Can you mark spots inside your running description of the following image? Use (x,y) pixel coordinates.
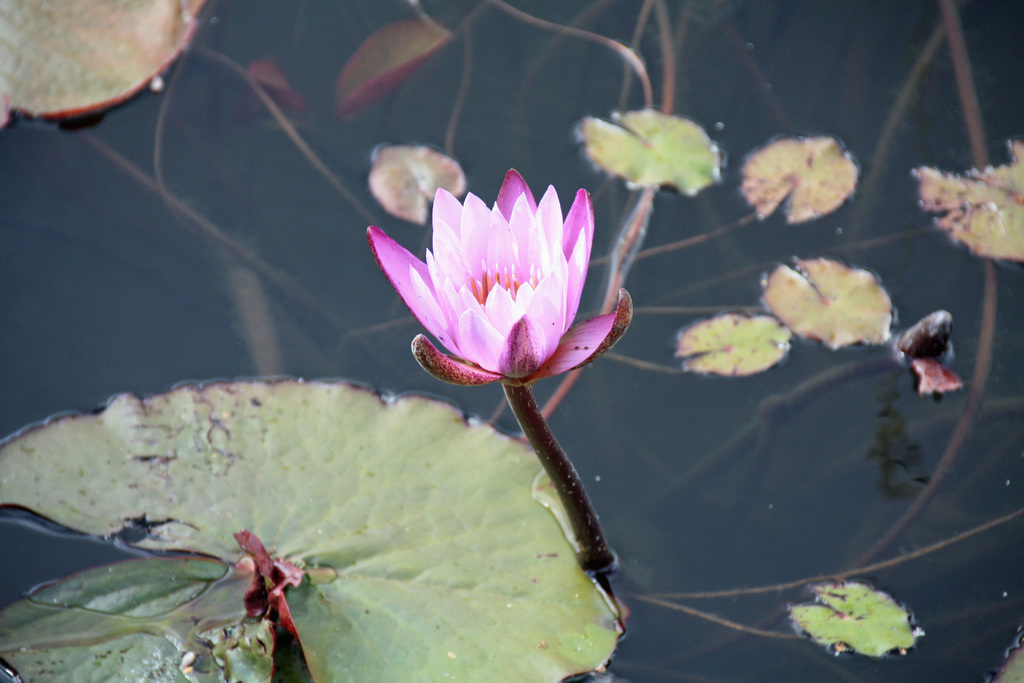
In this image at the bottom (631,574) there is one pond (688,381), and in that pond (733,460) there is one lotus flower (474,335) and some leaves (388,464).
